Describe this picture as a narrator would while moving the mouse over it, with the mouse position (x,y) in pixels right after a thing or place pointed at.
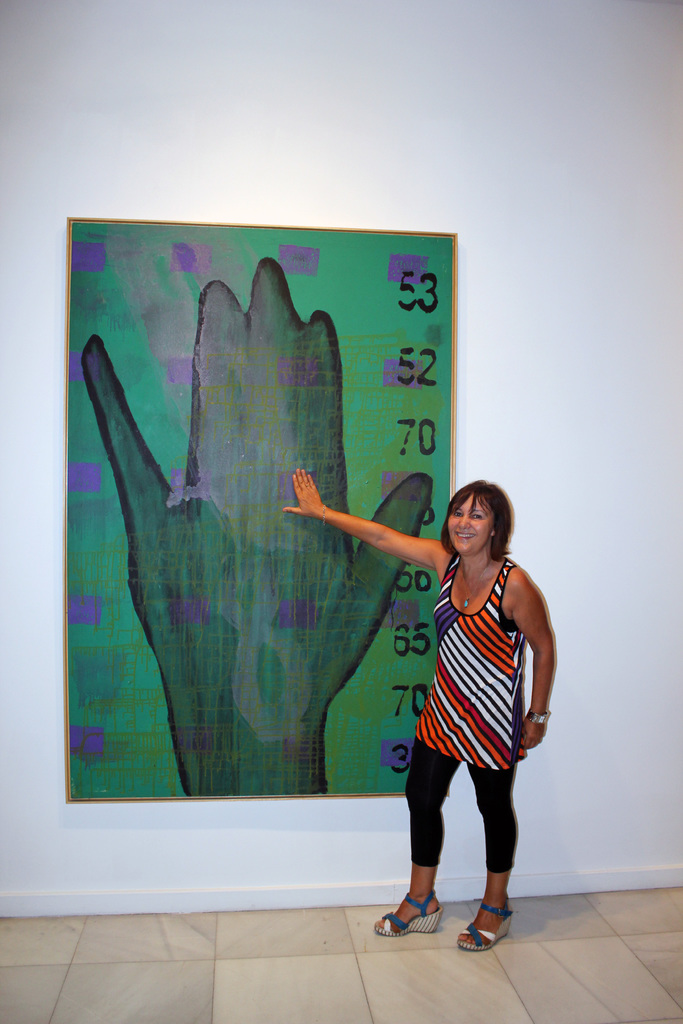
In this image there is a lady (506,530) standing on floor (500,1016) touching a frame (313,759) on the wall (603,455) on which there is a painting (346,485) of hand (282,737) and numbers (430,639).
